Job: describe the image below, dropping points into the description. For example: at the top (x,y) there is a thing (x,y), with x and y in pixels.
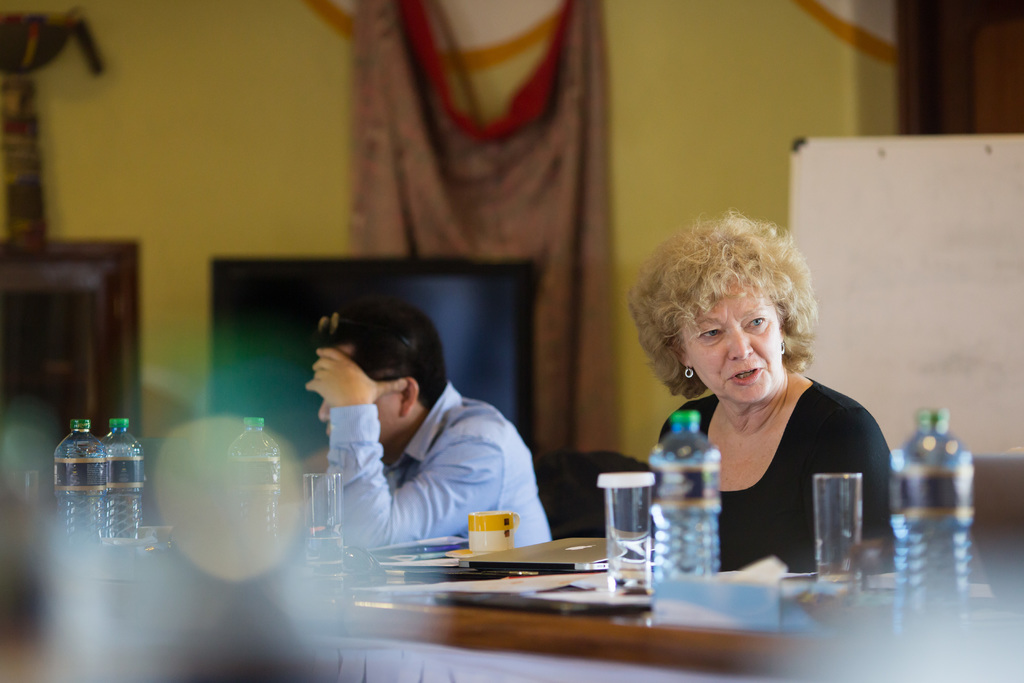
This is a picture of a conference or a meeting. In the foreground of the picture (681,527) there is a table (814,662), on the table (871,641) there are glasses (639,537), bottles (692,565), files (590,580) and laptops (496,555). On the right (729,249) there is a woman (659,361) seated. In the center of the image (488,418) a man (417,367) is seated. In the background (565,223) on the wall (659,134) there is a curtain (466,148).
